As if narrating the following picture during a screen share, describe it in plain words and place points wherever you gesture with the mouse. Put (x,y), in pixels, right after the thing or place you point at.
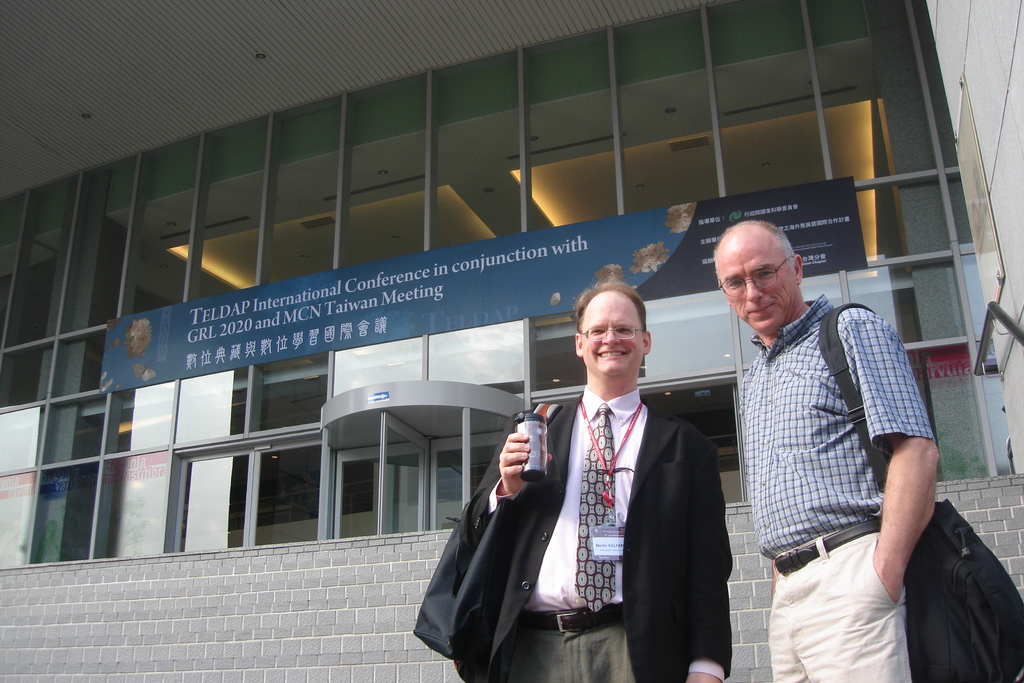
In this image I see 2 men (760,422) in which both of them are smiling and I see that this man (788,416) is carrying a black bag (868,440) and I see that this man (568,463) is wearing suit (517,507) which is of black in color and is holding a thing (537,424) in his hand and in the background (435,509) I see the building (26,547) and I see a board (543,241) over here on which there are words (424,265) written and I see the transparent glasses (29,302) and I see the lights (232,269) on the ceiling (488,231).
